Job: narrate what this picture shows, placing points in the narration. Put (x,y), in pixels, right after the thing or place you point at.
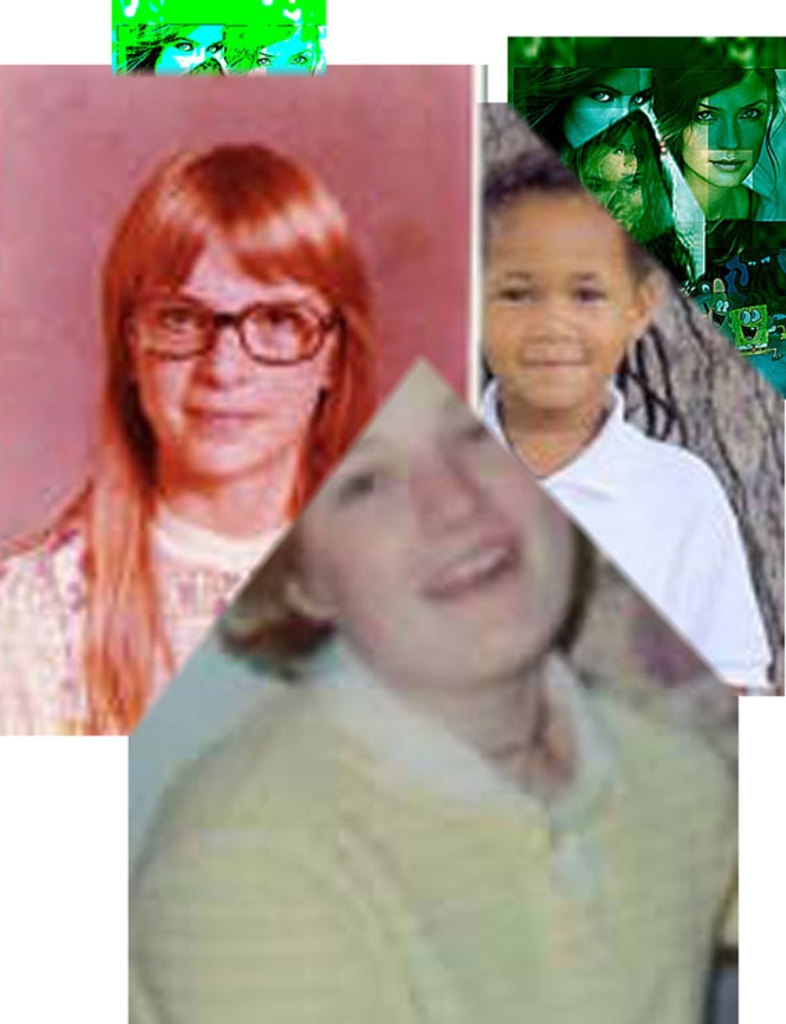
This is a collage picture. In this picture we can see some people (603,364), cartoon images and a tree trunk (684,410).
